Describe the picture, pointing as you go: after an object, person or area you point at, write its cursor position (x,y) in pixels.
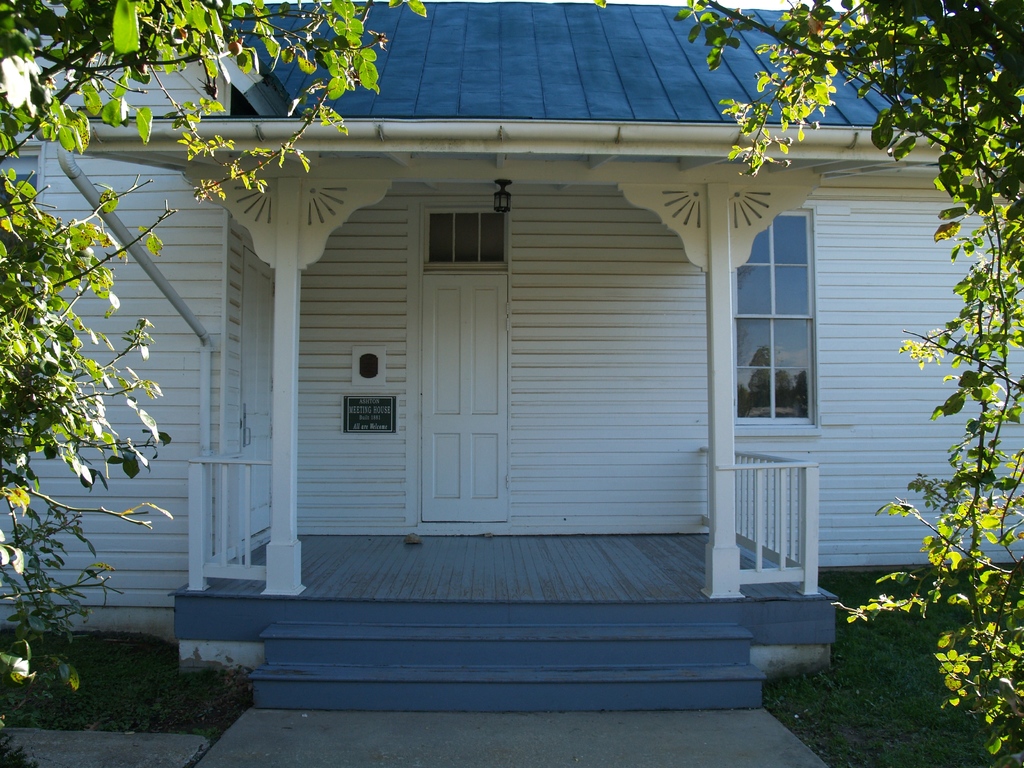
In this image there is a house (480,379). There are windows (773,347), doors (438,377) and a ventilator (438,262) to the house (601,367). There is a name board (349,406) to the wall (344,325) of the house (343,344). There is a railing (225,461). There is grass (178,692) on the ground (897,683). On the either sides of the image there are leaves (927,53) of trees (819,73).
